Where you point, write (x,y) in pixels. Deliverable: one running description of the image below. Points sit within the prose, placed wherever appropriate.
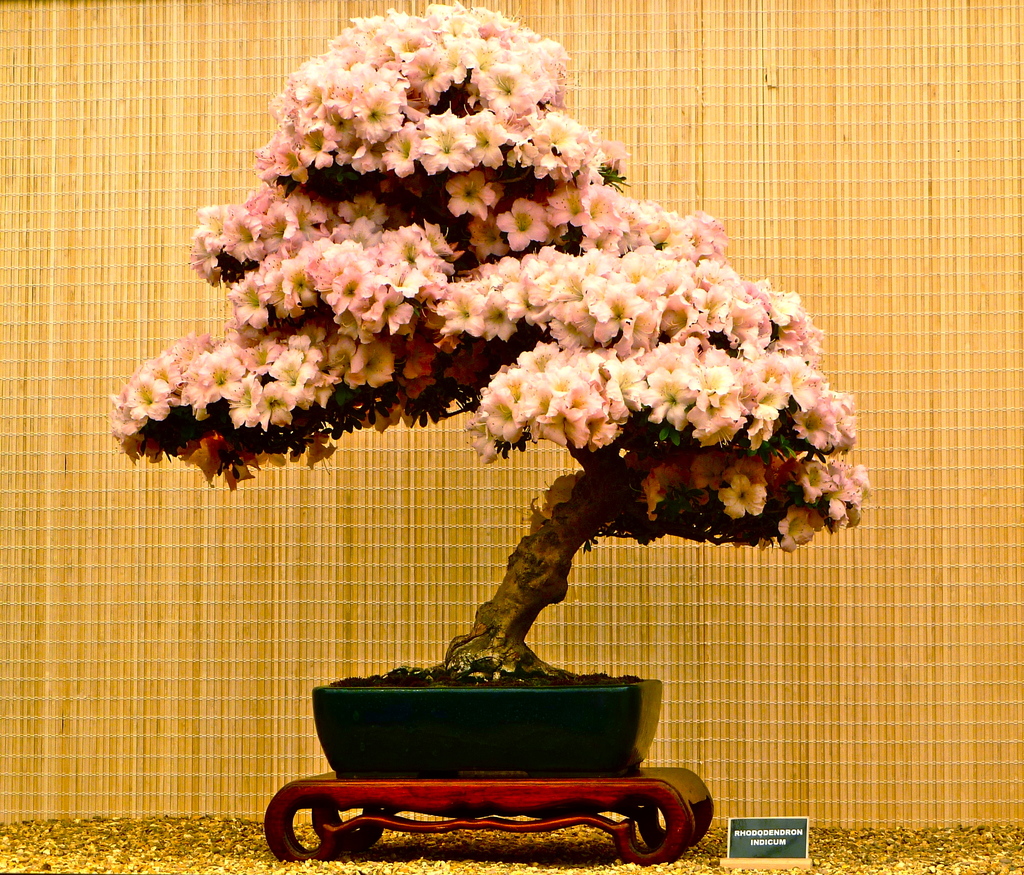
In the center of the picture (436,382) there is a plant (613,397). At the bottom (235,862) there is soil (723,849). In the background (23,268) there is a mat (826,822). On the right (767,844) there is a nameplate (764,832).
